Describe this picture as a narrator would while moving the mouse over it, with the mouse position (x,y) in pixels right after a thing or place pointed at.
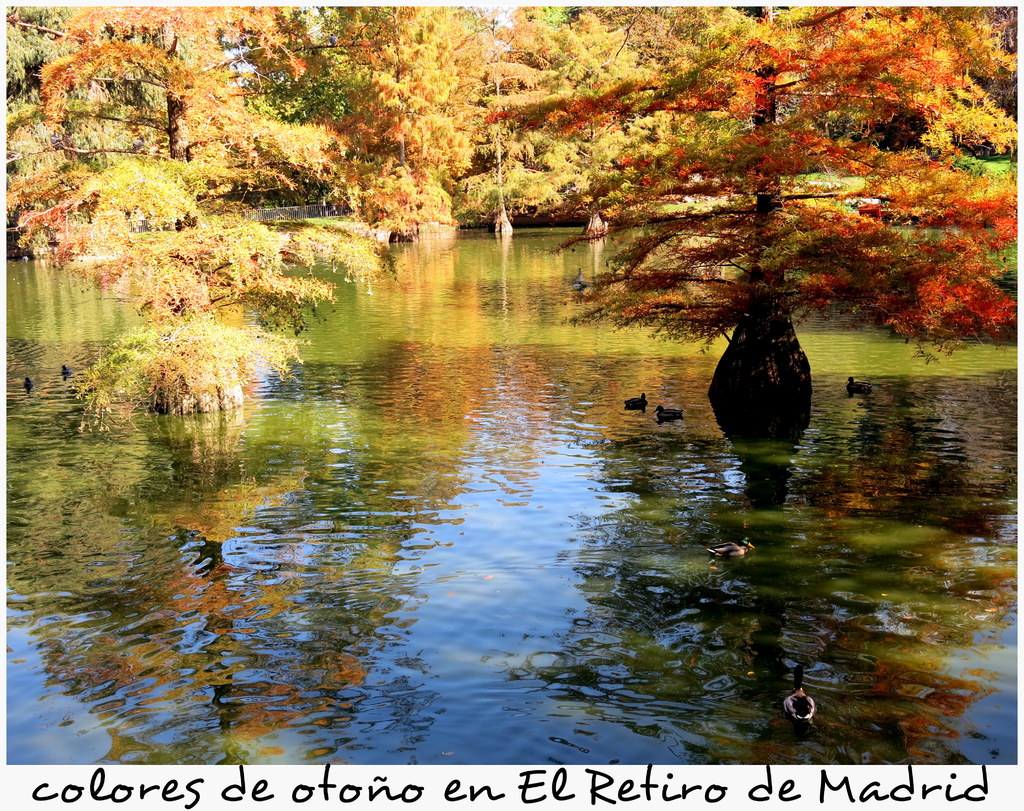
This image is taken outdoors. At the bottom of the image (79,788) there is a text (482,788) on this image and there is a lake (414,490) with water (467,512). There are a few ducks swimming in the lake (276,483). In the background (479,124) there are a few trees (258,235).
